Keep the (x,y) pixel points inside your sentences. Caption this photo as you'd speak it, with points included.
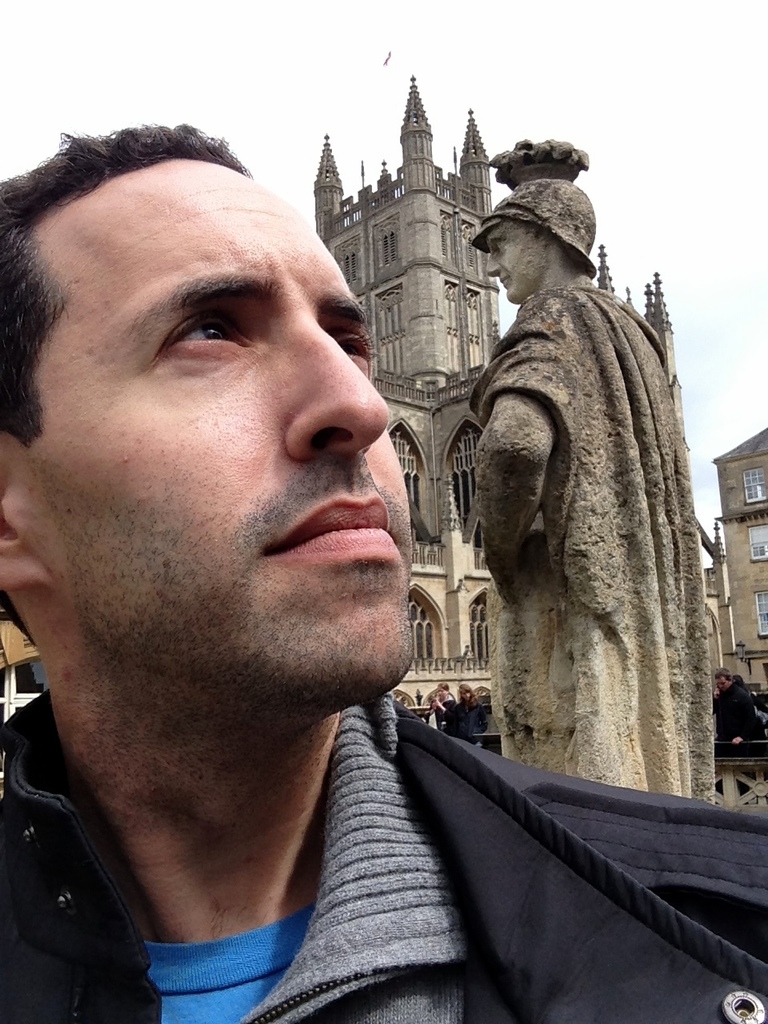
In the center of the image (294,461) we can see a person (364,891). In the background (596,278) we can see statue (602,438), building (765,517), person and sky (336,55).
